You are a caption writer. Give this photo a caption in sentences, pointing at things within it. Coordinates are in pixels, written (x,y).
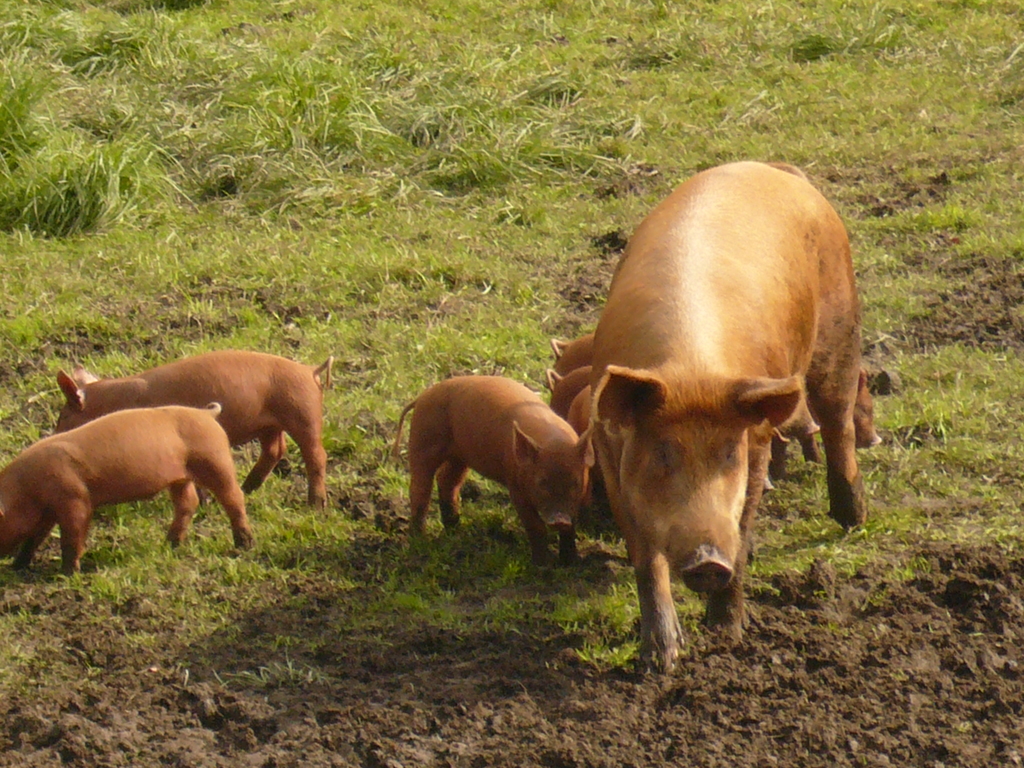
This image consists of pigs (647,436) in brown color. At the bottom (362,624), there is a ground (363,646).
